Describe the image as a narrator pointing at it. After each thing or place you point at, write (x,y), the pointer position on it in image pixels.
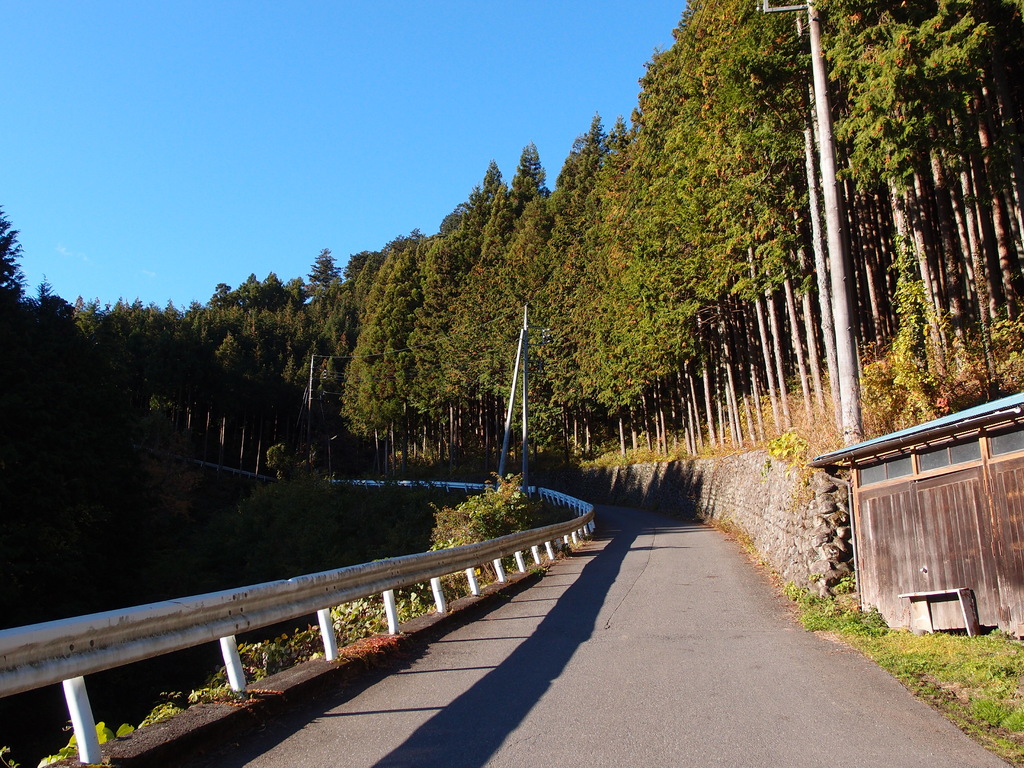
In this image we can see trees (342,352), road (547,709), fencing (79,707), plants (315,630), hut (900,525) and sky (236,188).
